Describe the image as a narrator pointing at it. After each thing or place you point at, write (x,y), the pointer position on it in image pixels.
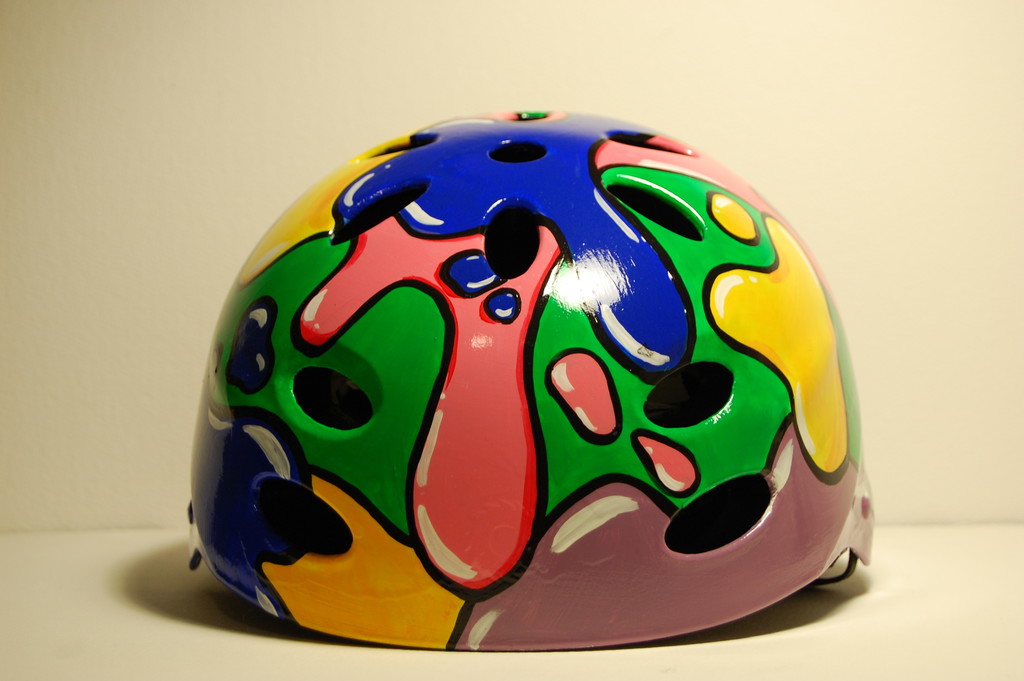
In this image we can see a helmet (493,488) on the floor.
